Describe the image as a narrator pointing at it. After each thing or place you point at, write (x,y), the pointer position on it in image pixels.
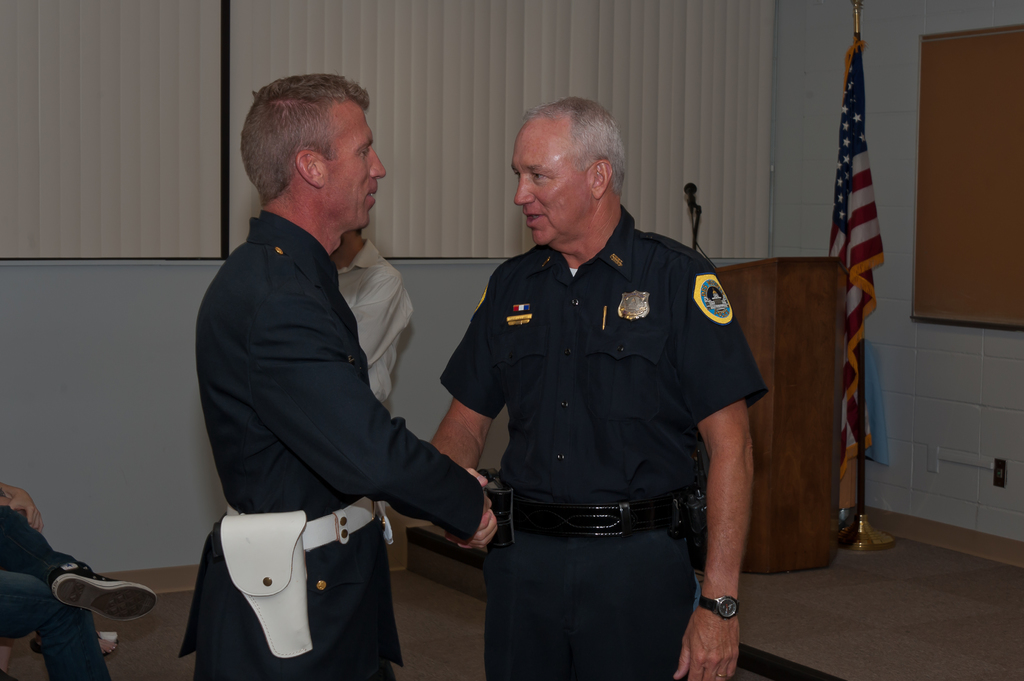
In this picture I can see 2 men (548,153) in front (513,383) and I see they're shaking hands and I see they're wearing uniforms (541,397). In the background (386,304) I can see 2 persons (35,508) and I can see the wall (14,352). On the right side of this image (784,295) I can see a podium (792,365), a mic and a flag (855,354).
